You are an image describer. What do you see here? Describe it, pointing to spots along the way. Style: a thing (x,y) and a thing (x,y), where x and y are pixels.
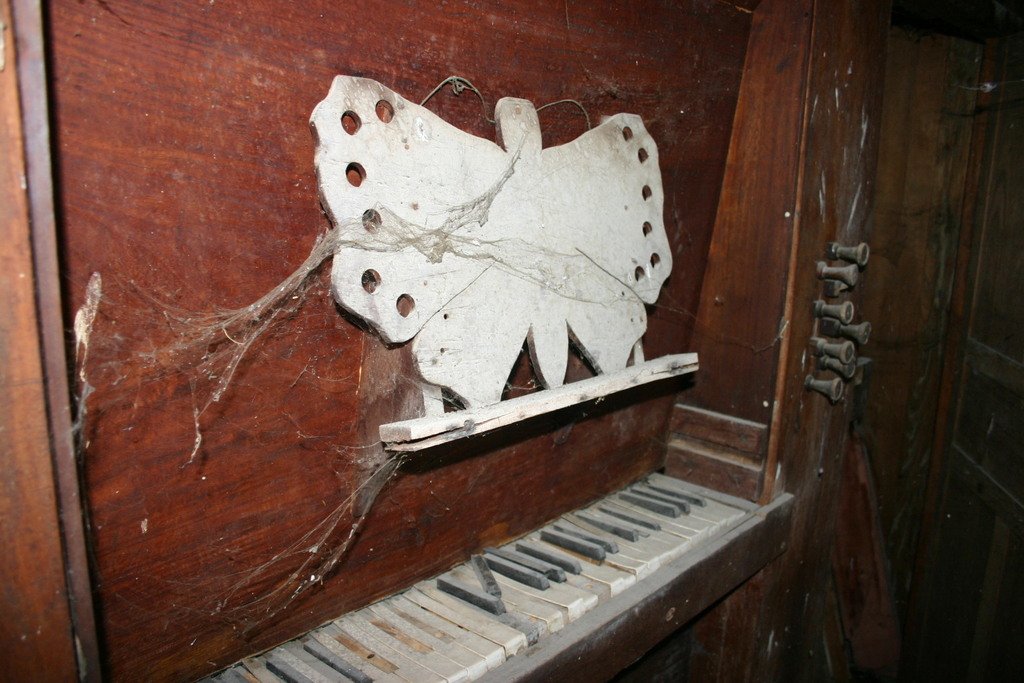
In this image we have a wooden frame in the shape of the butterfly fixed to the wall (103,239) and down we have a piano keys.
